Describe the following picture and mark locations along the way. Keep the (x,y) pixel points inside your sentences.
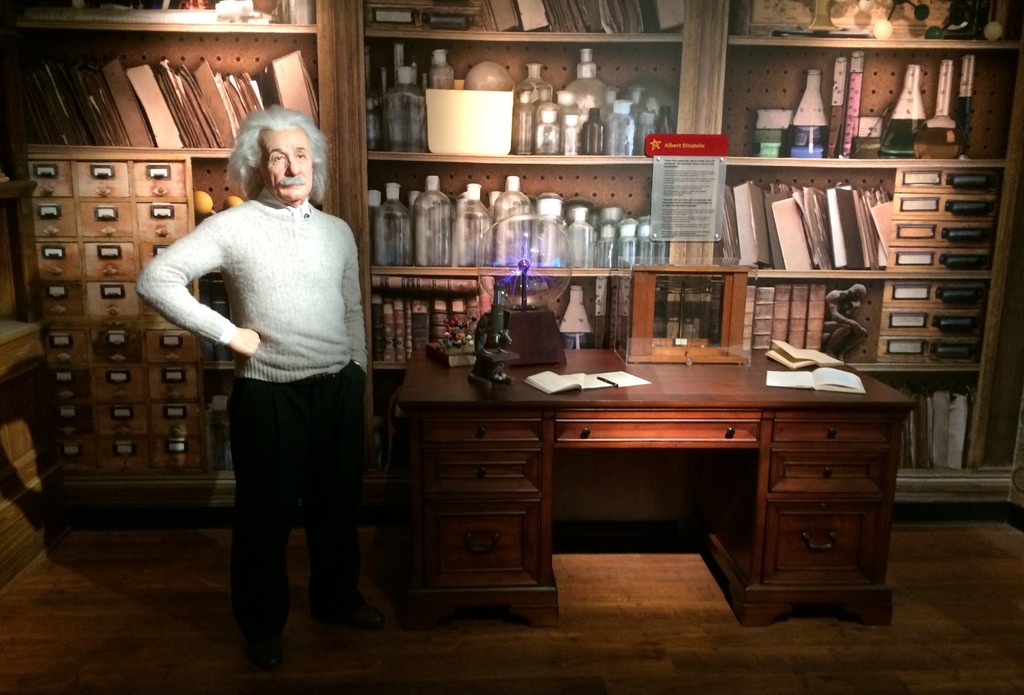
In the given image we can see a person (172,312) standing and back of him there is a wooden shelf (601,70) in which many things (622,106) are placed. There is a table (566,415) and this is a microscope (492,341).
